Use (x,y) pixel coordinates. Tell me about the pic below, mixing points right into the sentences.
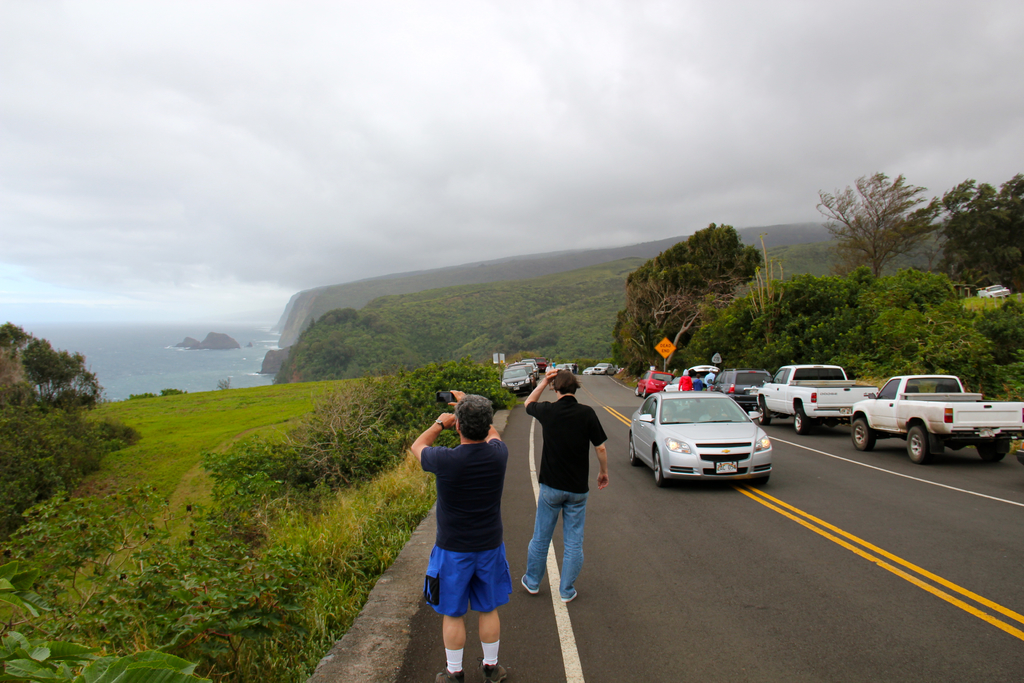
In this image there is the sky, there is sea (186,348), there are rocks (223,345), there are trees (640,301), there is tree (65,403) truncated towards the left of the image (42,349), there are trees (986,260) truncated towards the right of the image (996,346), there are plants (970,341), there is a plant (60,642) truncated towards the bottom of the image (21,649), there is road (778,563), there are persons (689,379) on the road (759,569), there is a person (471,453) holding an object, there are vehicles (742,414) on the road (606,382), there are boards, there is text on the boards (667,342), there are poles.
